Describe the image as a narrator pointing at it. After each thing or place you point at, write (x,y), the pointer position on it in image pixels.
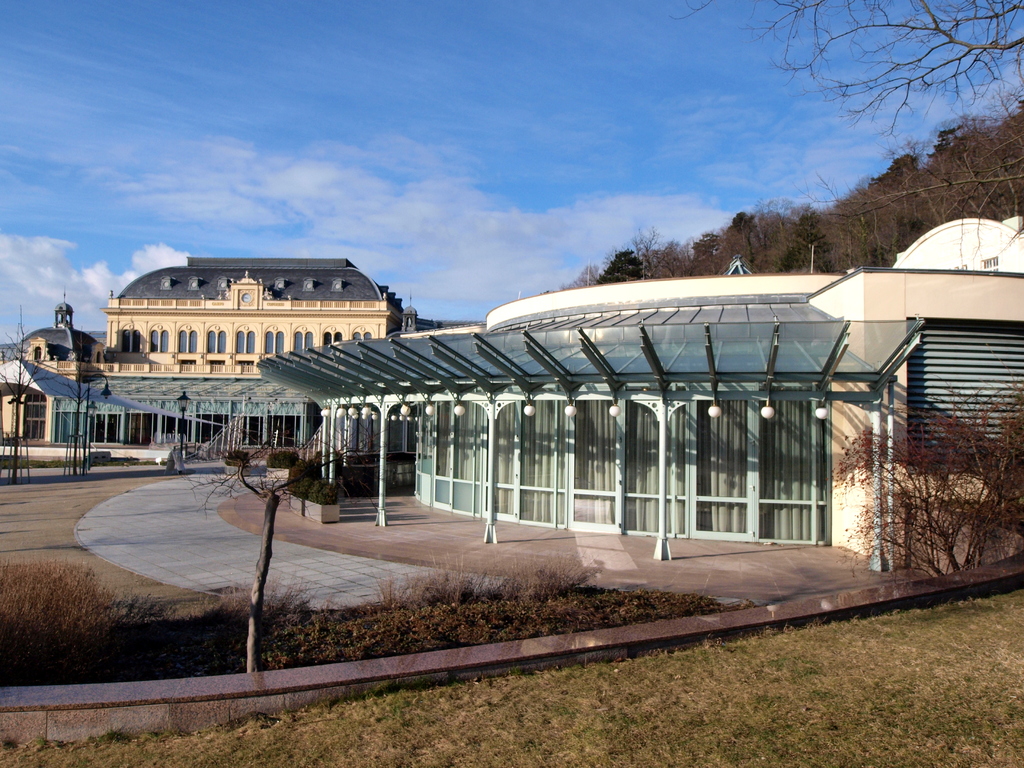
In the picture we can see a grass surface (219,762) on near it, we can see some house construction (775,410) and with some pillars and behind it, we can see some house building (163,375) with some pillars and behind it we can see trees (809,217) and sky (248,137).
